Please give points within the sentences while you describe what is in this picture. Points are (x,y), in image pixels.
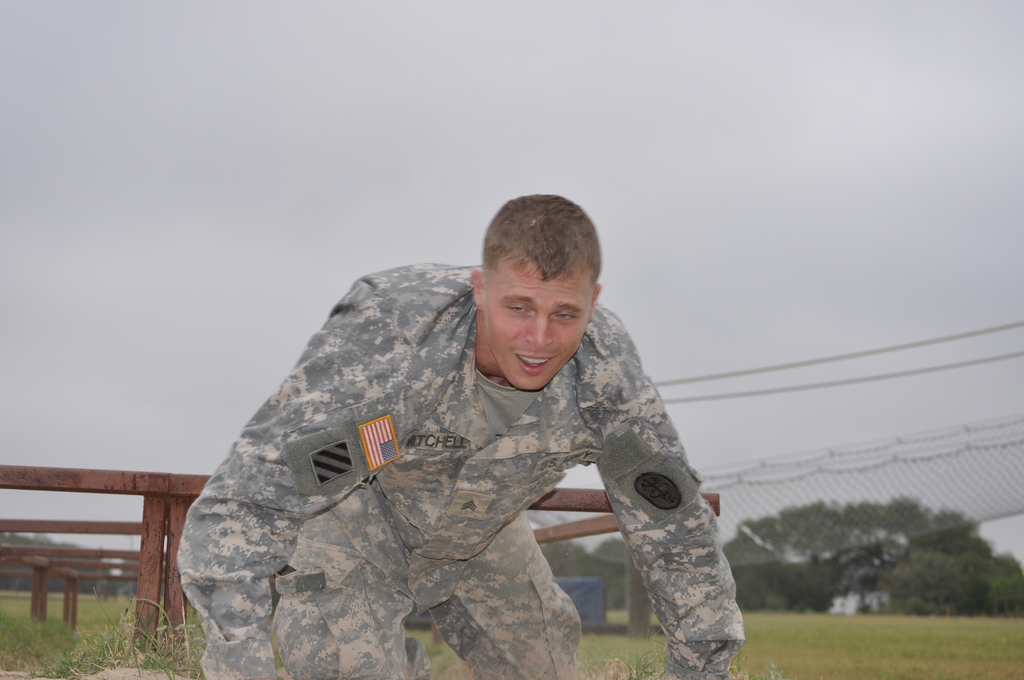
In this picture I can observe a man (412,462) in the middle of the picture (509,363). Behind him I can observe wooden railing (163,512). In the background (23,540) I can observe trees (840,543) and sky (634,126).
